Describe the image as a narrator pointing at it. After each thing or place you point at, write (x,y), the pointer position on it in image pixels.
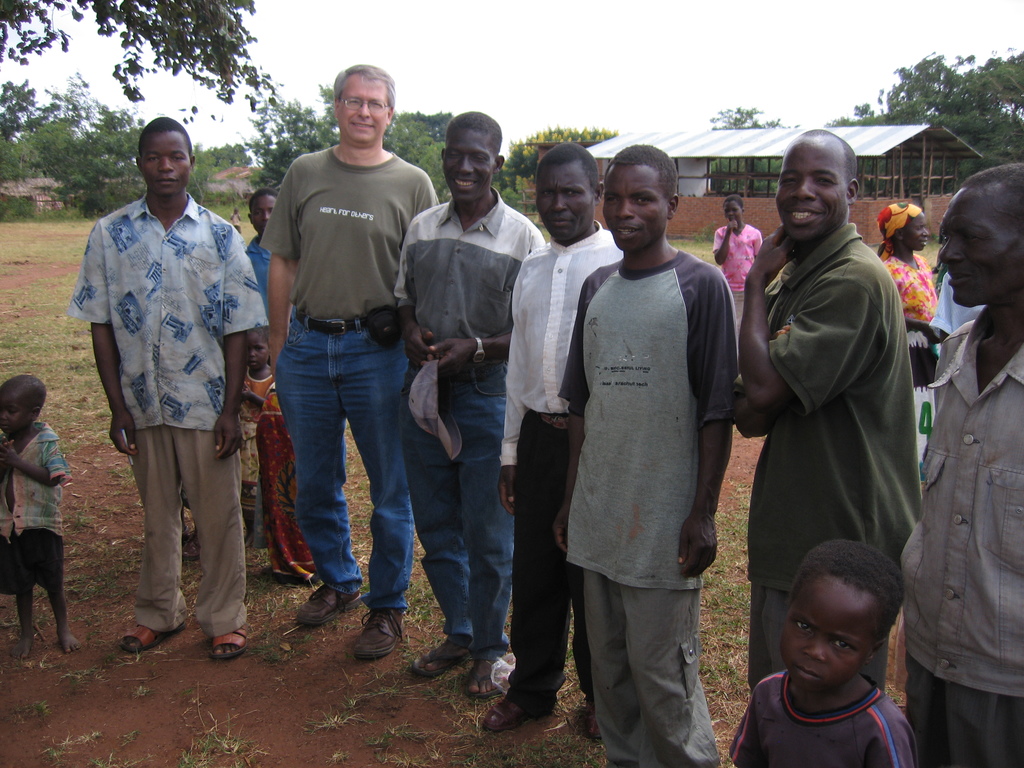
In the image few people (376,84) are standing. Behind them we can see some trees (21,147) and sheds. At the top of the image (550,105) we can see the sky (249,91).
